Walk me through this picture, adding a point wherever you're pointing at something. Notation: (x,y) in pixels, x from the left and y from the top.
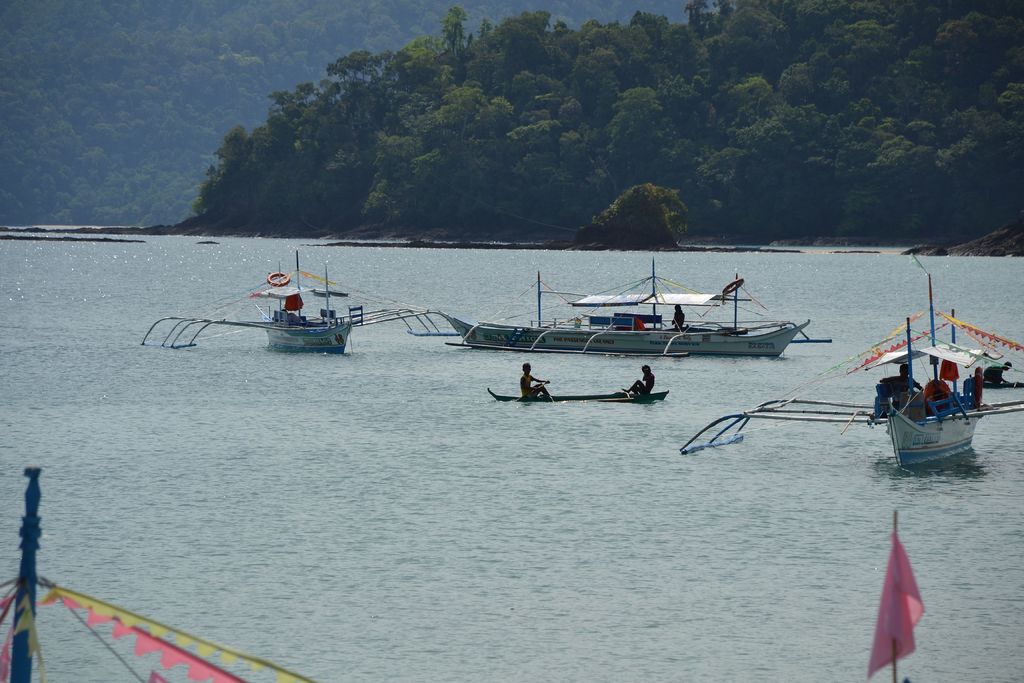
In this picture we can see a few boats (968,382), some people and other objects (948,384) are visible on these boats (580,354). We can see a tube (276,274) on the boat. There are some colorful objects (187,656) visible at the bottom of the picture (14,641). We can see a few trees (504,137) in the background (672,41).
